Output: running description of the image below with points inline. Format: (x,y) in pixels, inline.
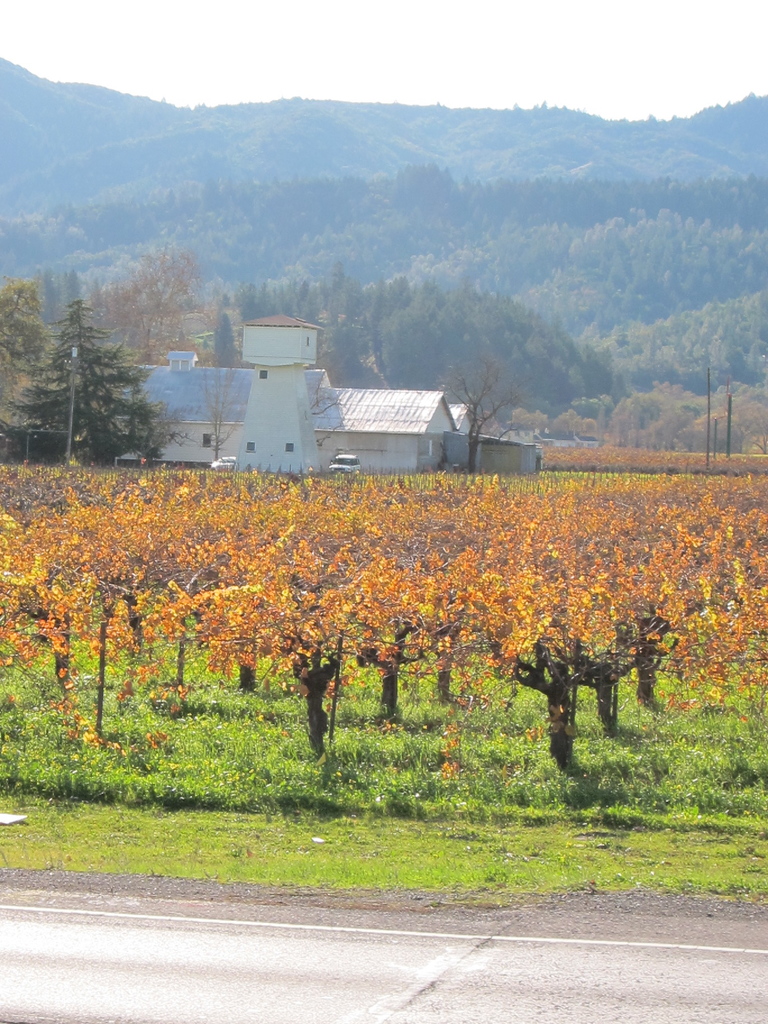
In this picture we can see the road (336,1000), trees (106,340), grass (478,794), vehicles (221,465), poles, buildings (192,378), mountains (369,364) and in the background (579,58) we can see the sky (606,98).
